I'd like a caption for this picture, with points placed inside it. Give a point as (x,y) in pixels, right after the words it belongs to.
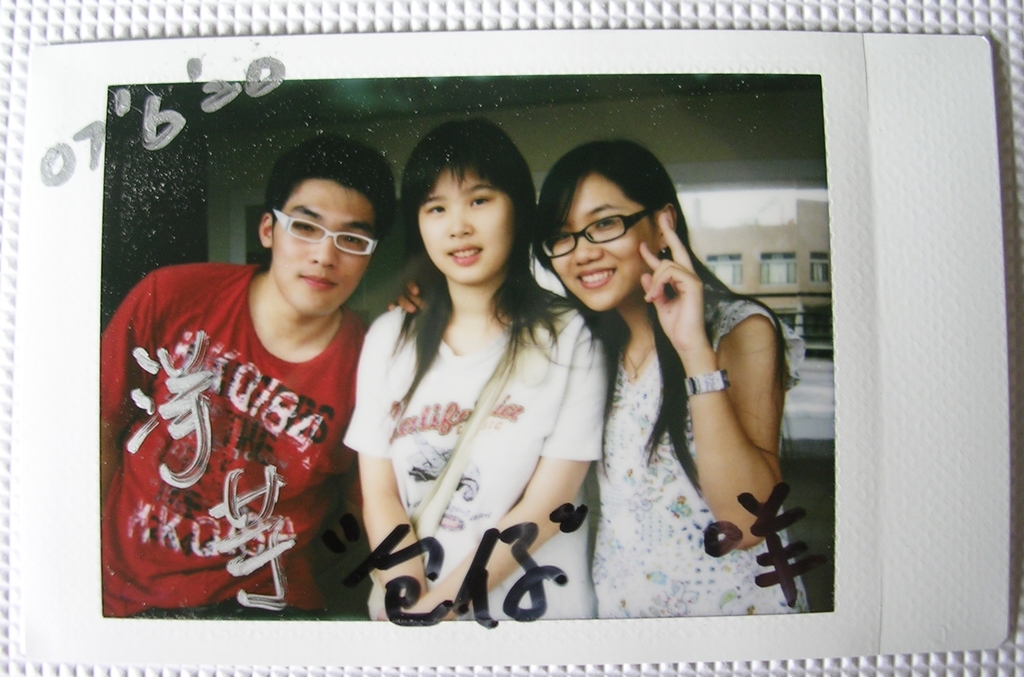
In the center of the image (520,271) there is a photograph (787,522). In the photograph (770,535) we can see three people (542,416) standing. In the background (766,260) there are buildings (733,250).
